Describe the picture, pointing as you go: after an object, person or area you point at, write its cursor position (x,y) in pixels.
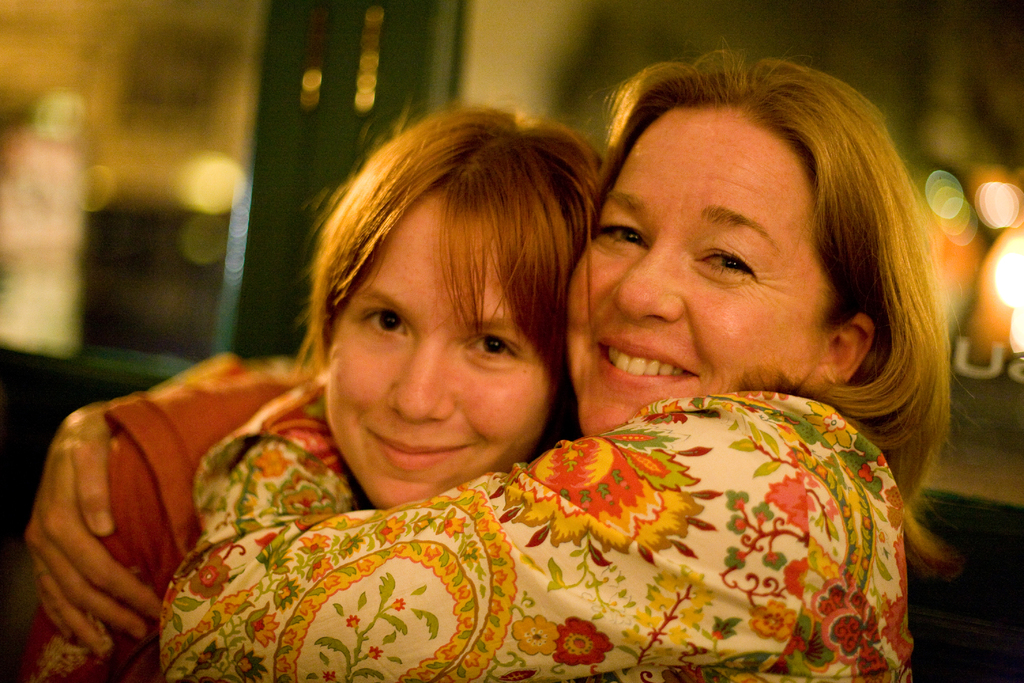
This image is taken indoors. In this image the background (326,133) is a little blurred. There is a door (303,142) and there are a few lights (1001,317). In the middle of the image (372,334) there is a woman (706,513) and there is a girl (369,493) hugging each other and they are with smiling faces (458,411).
